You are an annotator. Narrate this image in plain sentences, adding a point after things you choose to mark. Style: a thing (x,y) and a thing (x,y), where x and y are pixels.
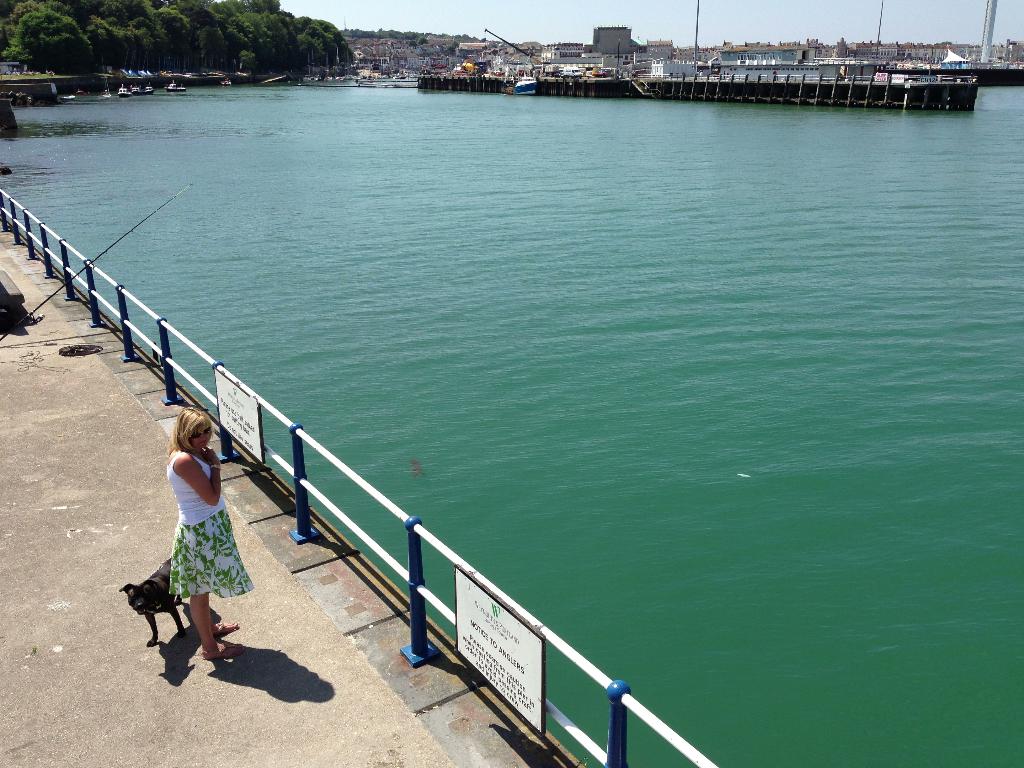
On the left side (202,500), there is a woman (201,443) in white color T-shirt (201,464), standing on a platform (250,645). Beside her, there is a dog (142,606). In front of her, there is a fence (302,487), on which there are two hoardings (256,415) attached. On the right side (940,600), there is water (570,323). In the background (479,59), there are boats (359,72) on the water (385,102), there are buildings (400,50) and there is sky (452,11).
